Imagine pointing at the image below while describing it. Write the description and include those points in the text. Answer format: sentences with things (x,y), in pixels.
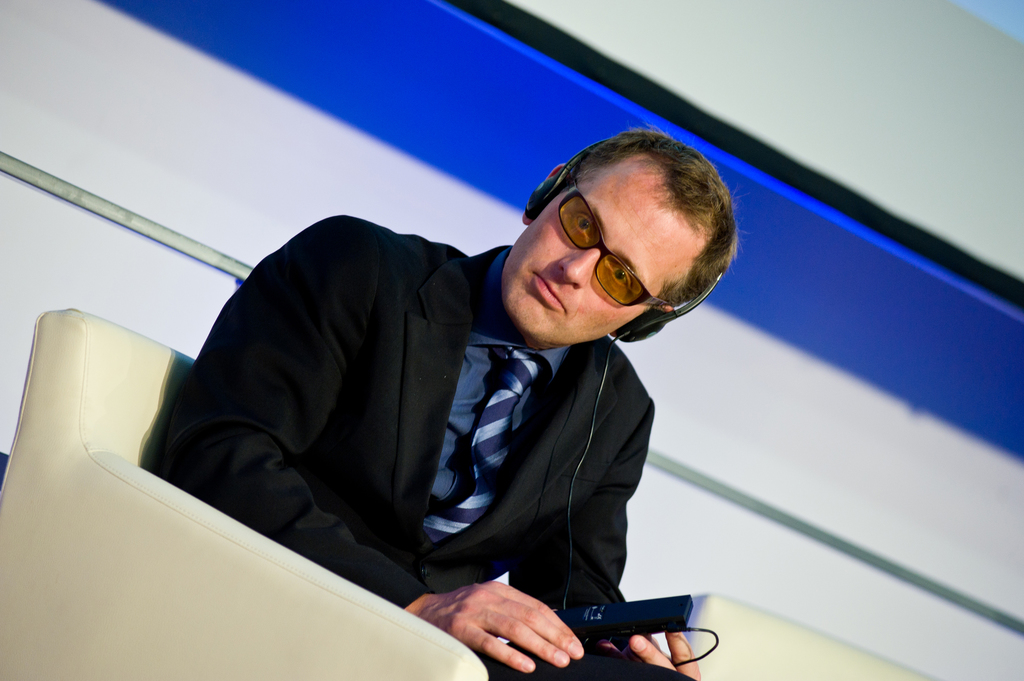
In the image there is a person (471,332) with goggles (596,276) and he is sitting on the sofa (155,571). And he kept headphones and holding a black color object (604,608). Behind him there is a wall (814,267).
